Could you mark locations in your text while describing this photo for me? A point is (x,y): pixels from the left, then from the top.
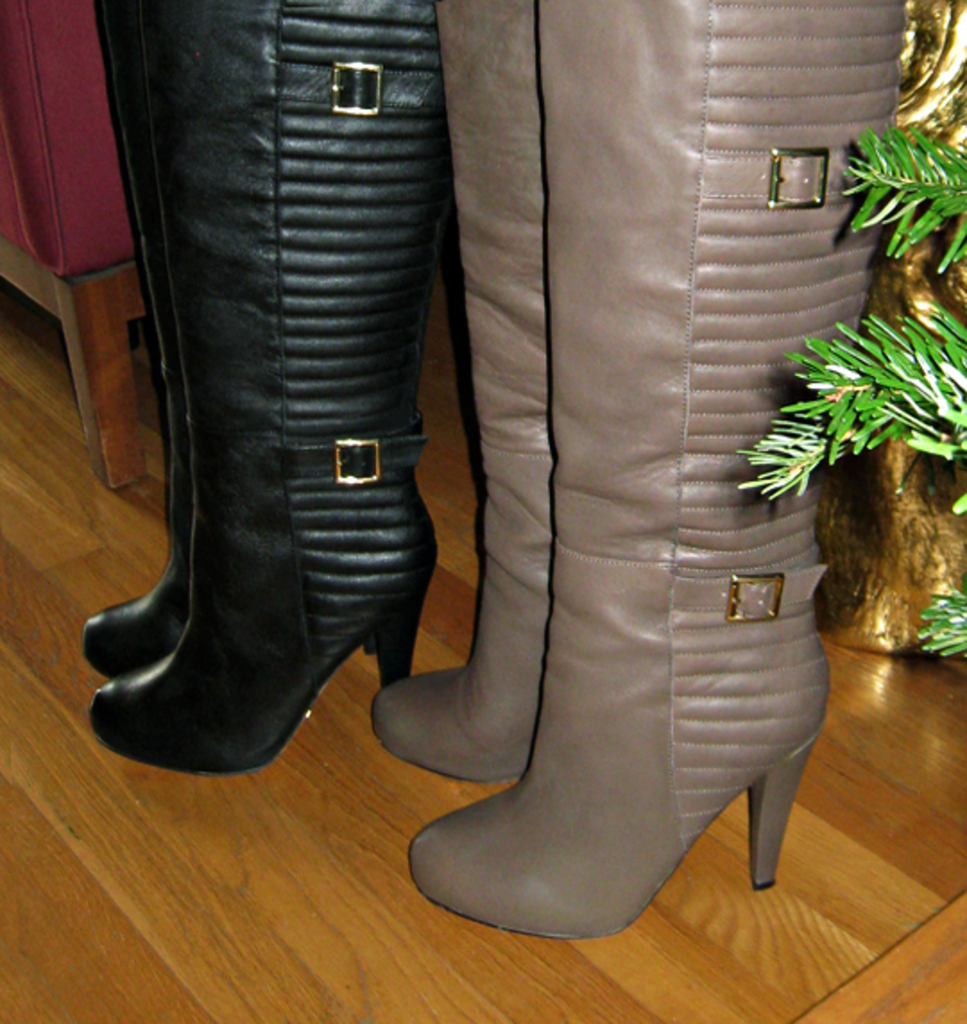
In the image we can see there are two pair of boots (322,399), black and pale brown in color. Here we can see a wooden surface (278,931), leaves (908,376) and an object (77,256).
